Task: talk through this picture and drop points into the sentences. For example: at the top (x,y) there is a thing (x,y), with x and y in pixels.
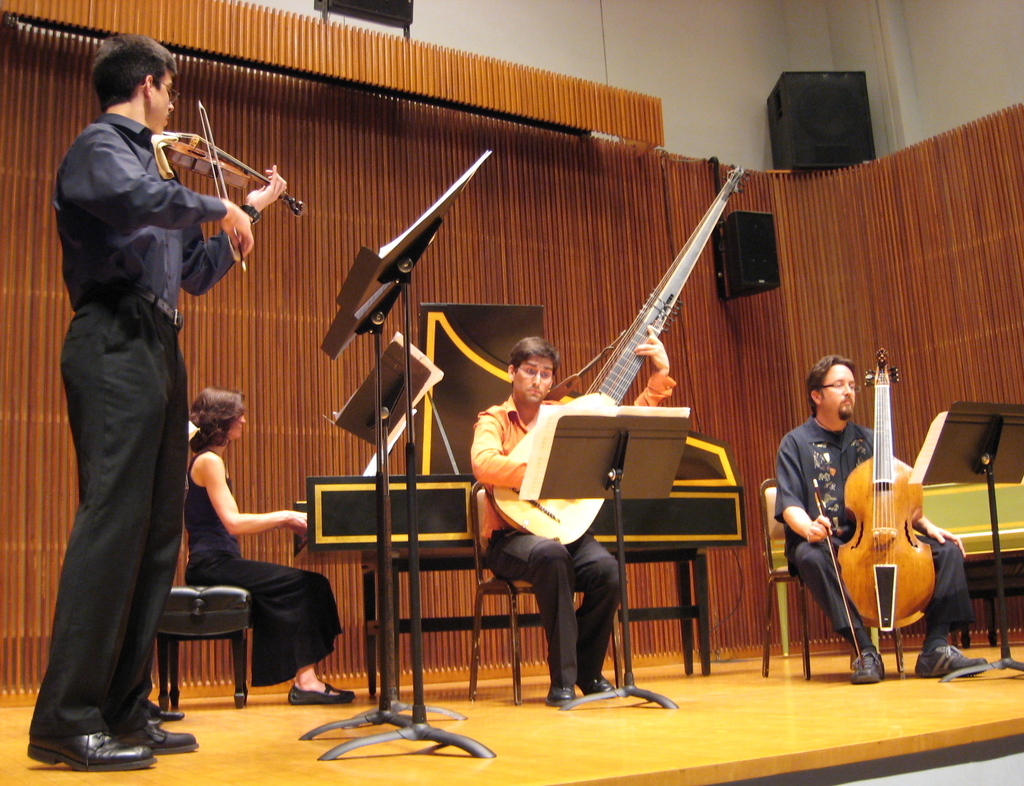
This image is clicked in a musical concert. There are chairs (513,588) and keyboard speakers (749,249) to the right side (764,242). There are four people (821,411) in this image, all of them are playing musical instruments (500,363), three of them are sitting and the one who is on the left side (134,456) is standing, he is playing violin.
